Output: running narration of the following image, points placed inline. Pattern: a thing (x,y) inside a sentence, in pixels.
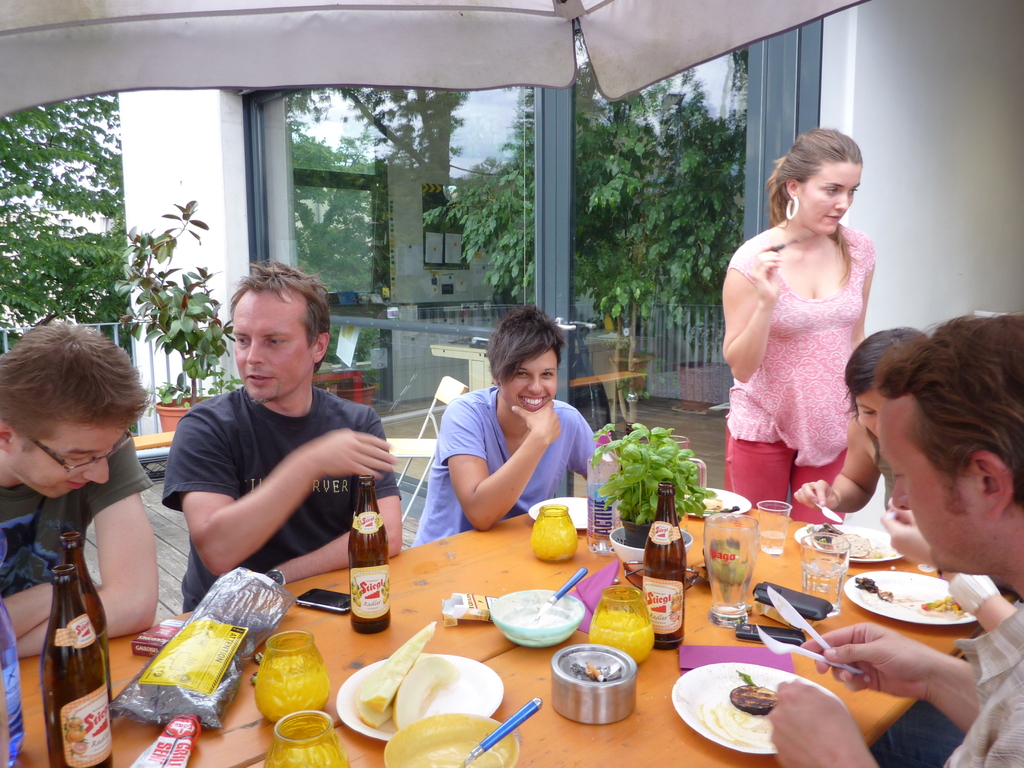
People (454,445) are sitting on the chair (427,448) and on the table (472,579) we have bottle (602,513), glass (739,544), bowl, spoon (506,726), plate (483,695), phone (317,600), plant (646,494). in the back (670,200) we are having trees (619,195).
